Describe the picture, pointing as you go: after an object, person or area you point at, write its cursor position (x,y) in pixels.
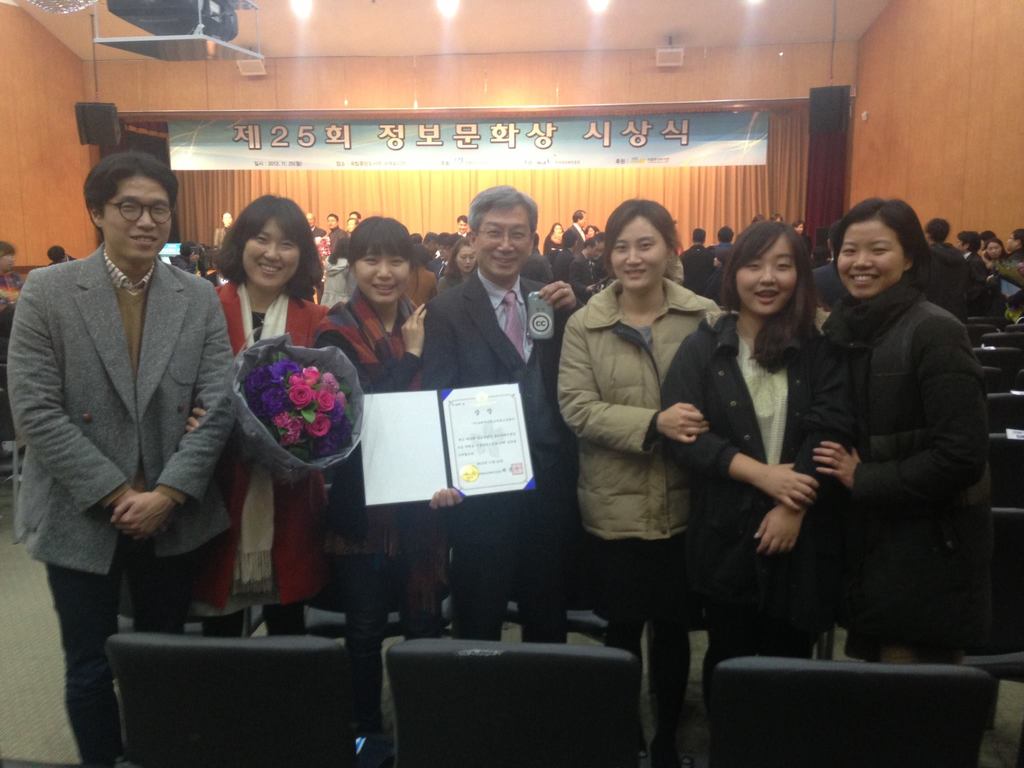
This is an inside view. Here I can see few people (593,478) standing, smiling and giving pose for the picture. One person (572,442) is holding a card (442,479) and another person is holding a flower bouquet (295,438). At the back of these people (707,525) there are many empty chairs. In the background (469,251), I can see a crowd of people (543,264) standing. There is a banner (420,147) on which I can see some text (319,144) and also there is a curtain (556,201). At the top of the image (305,13) there are lights (301,1) attached to the ceiling (363,25) and also there is a projector (174,23).
